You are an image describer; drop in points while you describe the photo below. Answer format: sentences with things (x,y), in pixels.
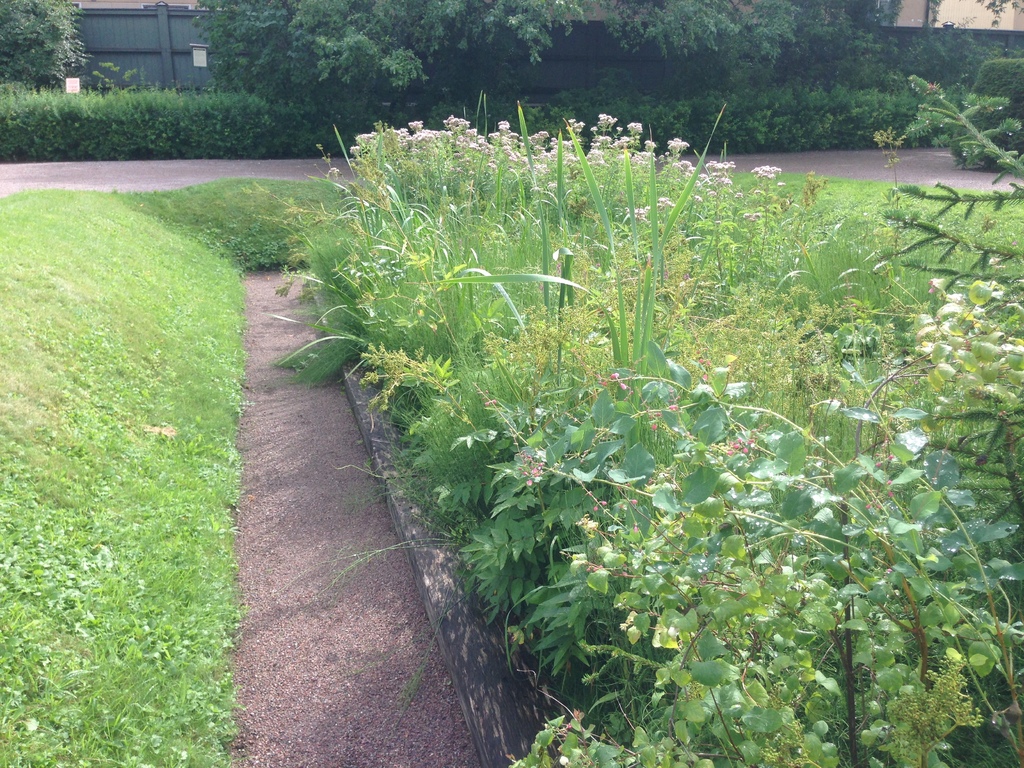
In this image, we can see trees (518,34), plants (423,202), boards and there are sheds (1021,5). At the bottom (263,515), there is ground (168,163).
